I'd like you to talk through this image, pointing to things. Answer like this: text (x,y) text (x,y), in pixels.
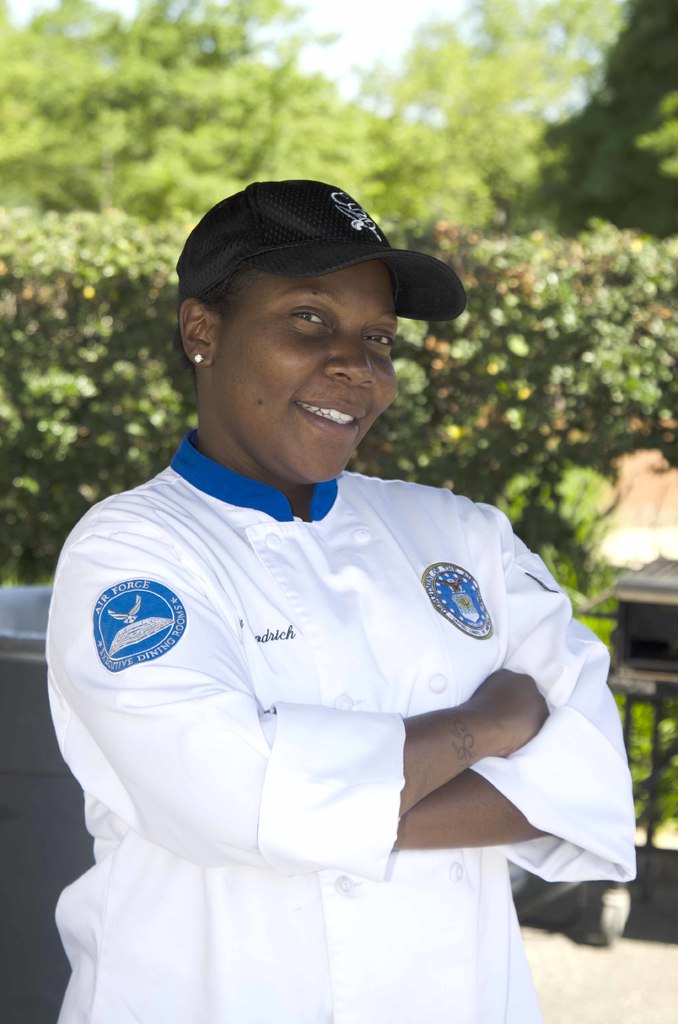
In this image we can see a woman (317,424) wearing white dress (253,629) and a black cap (325,199) is standing on the floor (561,1016). In the background (85,385), we can see group of trees (305,160) and sky (356,56).
